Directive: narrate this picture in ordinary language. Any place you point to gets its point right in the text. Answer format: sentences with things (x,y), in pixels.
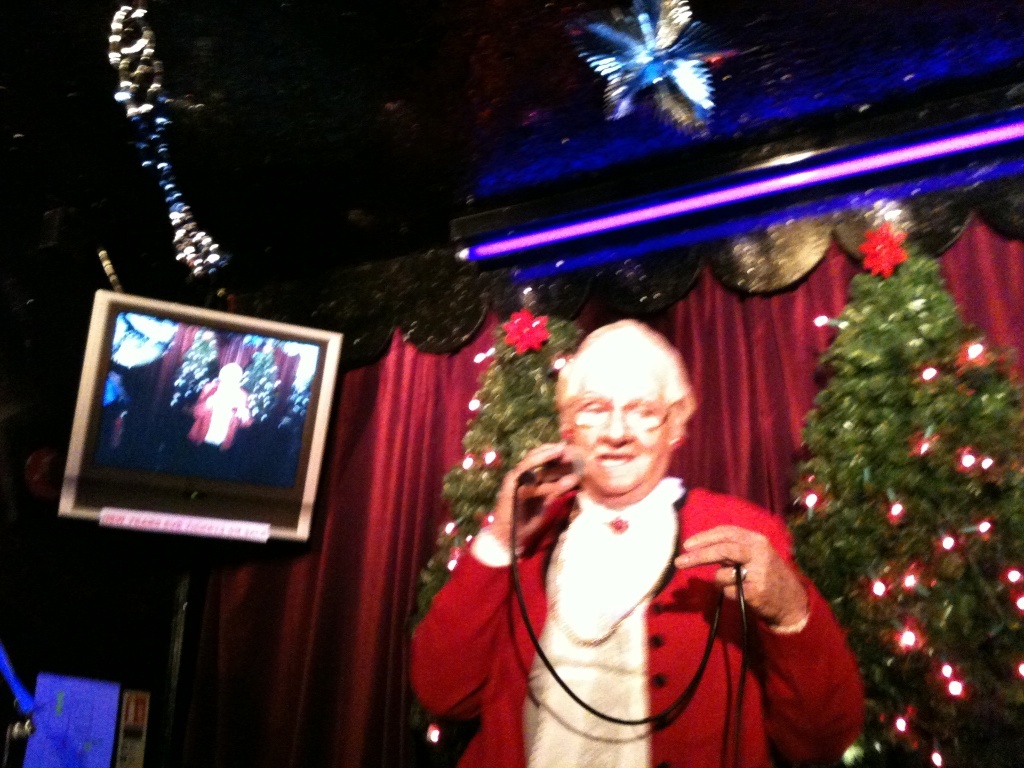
In this picture there is a man (601,398) who is wearing spectacle (609,415), red jacket (696,629) and white dress (615,642). He is holding a mic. On the left (294,355) there is a television (176,338). In the background (1009,523) we can see Christmas trees (903,422), light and red cloth (811,379). On the top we can see light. On the bottom left corner (117,684) there is a CPU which is in blue color.
